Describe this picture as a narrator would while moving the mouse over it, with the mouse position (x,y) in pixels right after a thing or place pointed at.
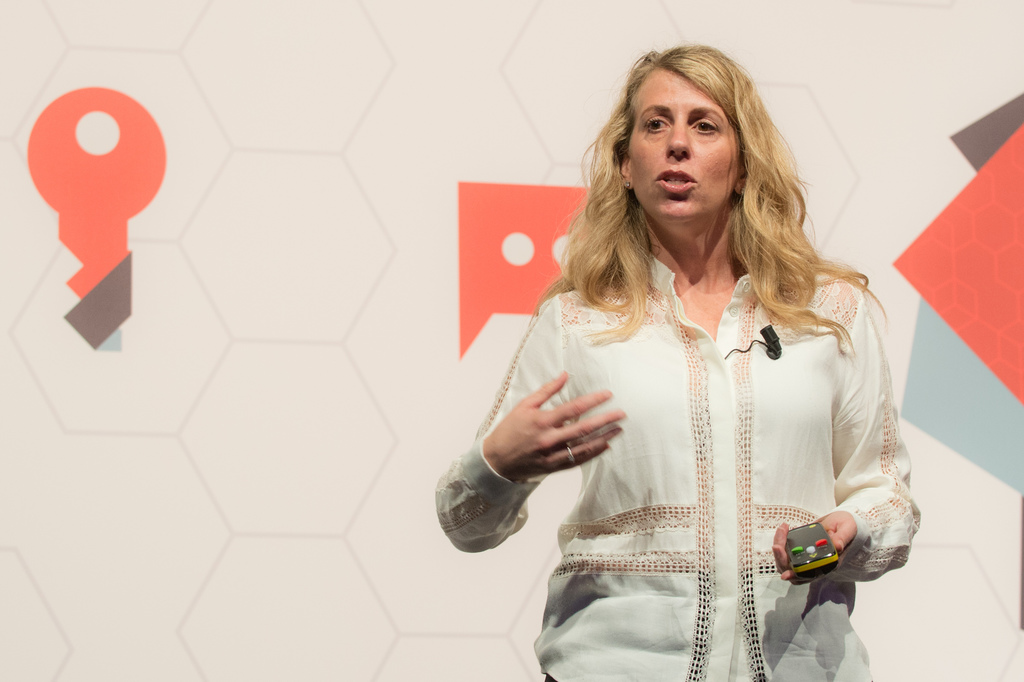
In this image there is a woman (726,385) standing and speaking and holding an object (818,566) in her hand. In the background (346,204) there is a board (124,218) with some images (485,291) on it.
